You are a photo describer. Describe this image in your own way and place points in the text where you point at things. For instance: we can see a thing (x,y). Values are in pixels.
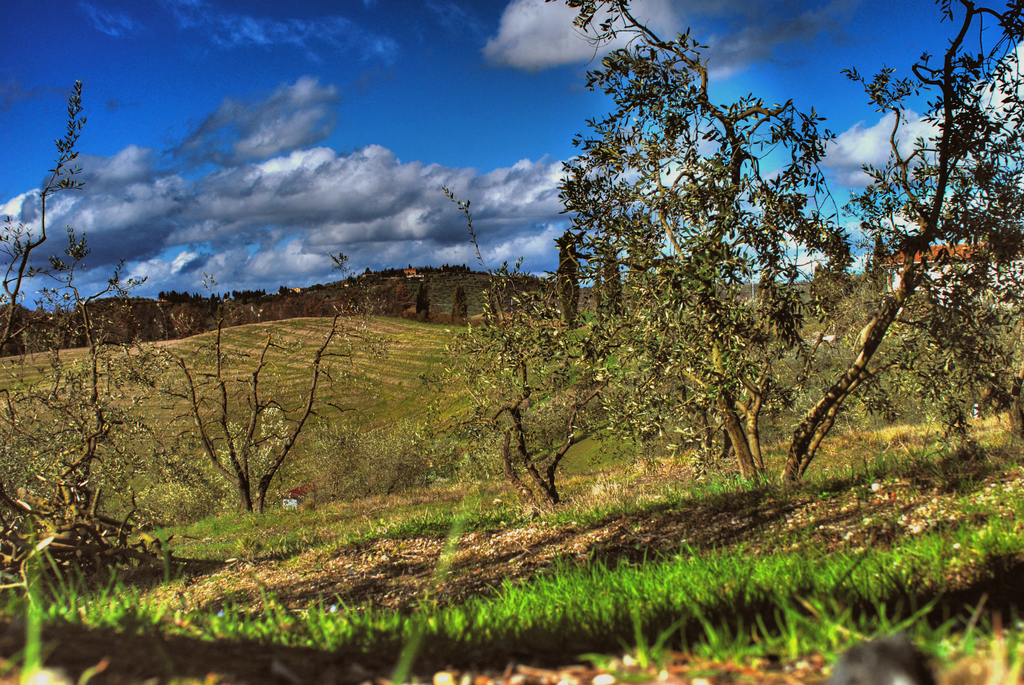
In this image, we can see some trees (192,485). There is a grass (733,568) at the bottom of the image (757,606). There are hills (315,339) in the middle of the image (357,303). There are clouds (317,112) in the sky (795,87).
